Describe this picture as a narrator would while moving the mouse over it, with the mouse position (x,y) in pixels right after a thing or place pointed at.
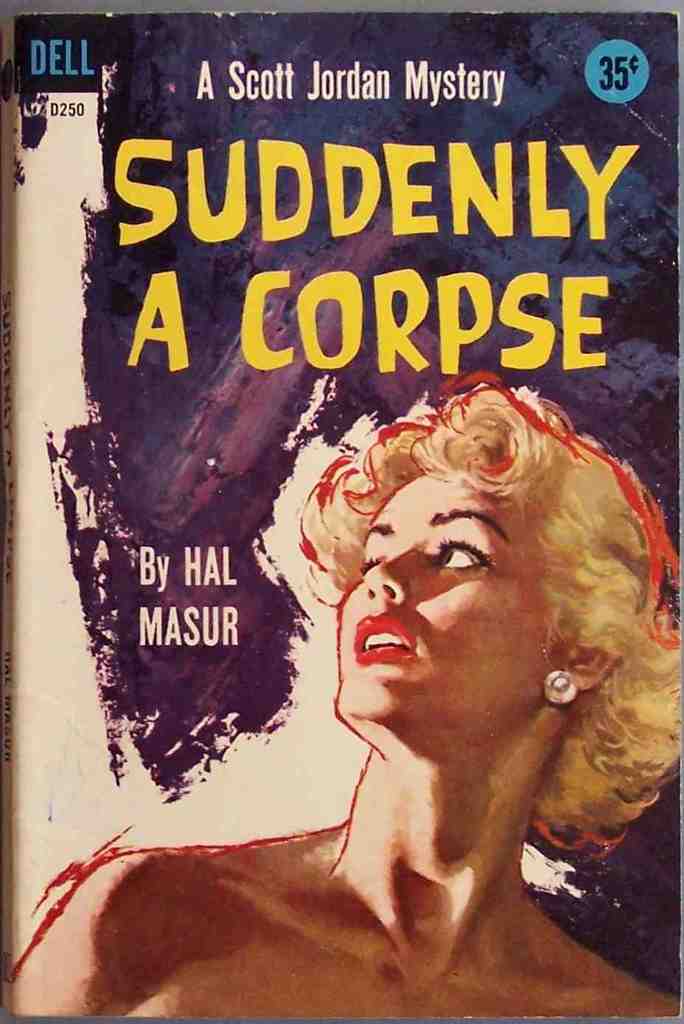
In this picture we can see a poster (391,997) with some information (542,185). We can see a woman (626,615) with the short hair (588,538).
